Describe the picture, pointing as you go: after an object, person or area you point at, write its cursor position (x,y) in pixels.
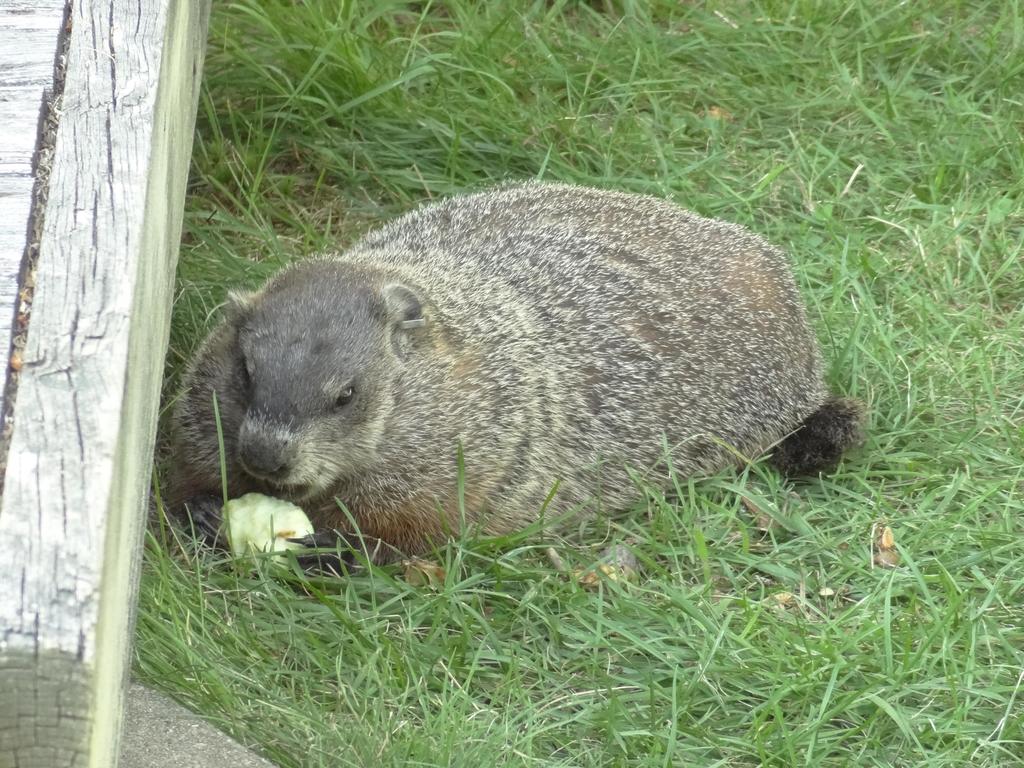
In this picture there is an animal (708,416) holding the food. On the left side of the image (2,312) there is a wooden object (113,628). At the bottom (574,678) there is grass (632,571).
